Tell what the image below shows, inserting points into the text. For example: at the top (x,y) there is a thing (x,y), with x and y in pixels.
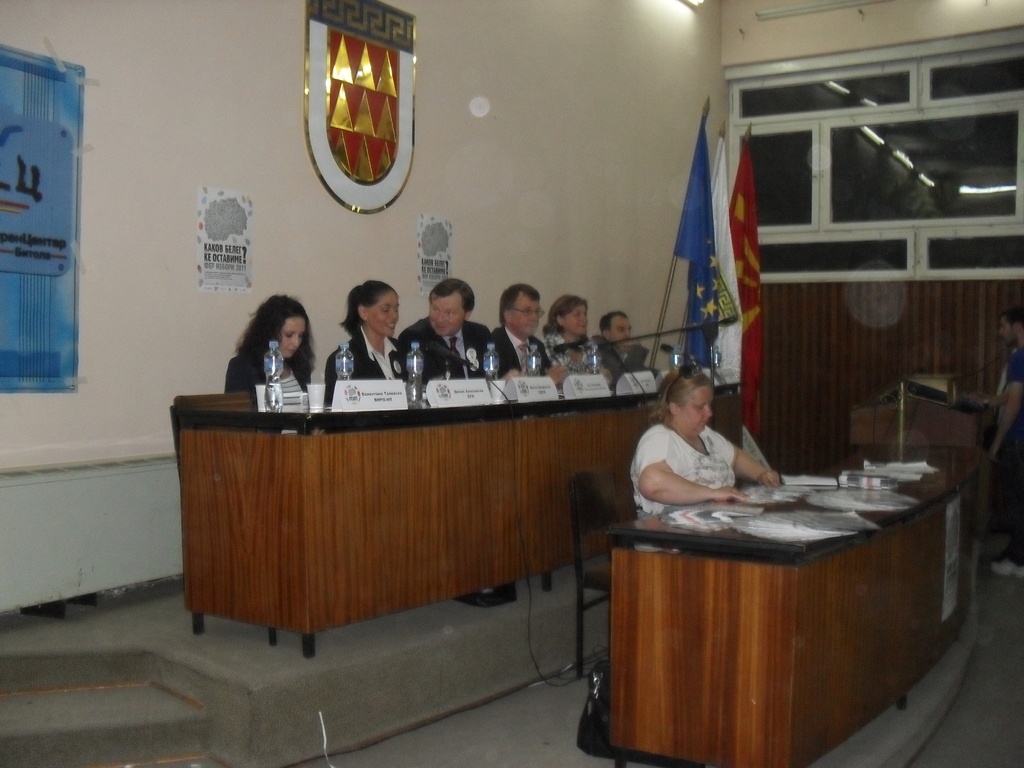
In this picture I can see a group of people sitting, there are water bottles (270,398) on the tables (481,427). In the background (316,291) there are labels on the wall (396,209), on the right side (723,217) there are flags (689,304) and I can see a glass wall (866,214).
